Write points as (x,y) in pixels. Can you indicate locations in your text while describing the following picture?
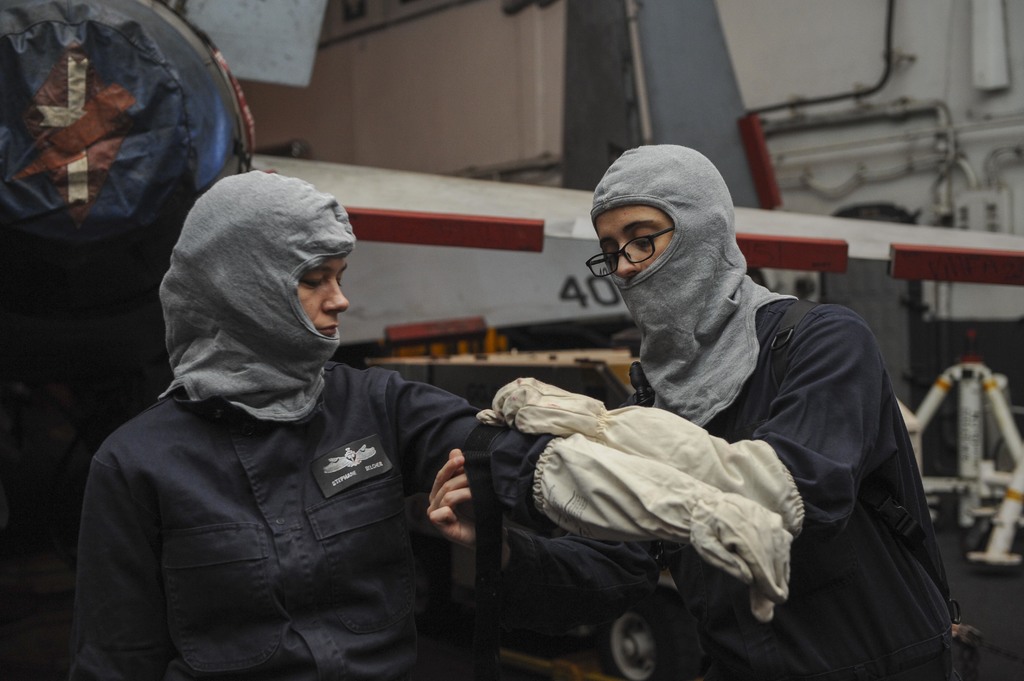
Here we can see two women (879,387) and she has spectacles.
